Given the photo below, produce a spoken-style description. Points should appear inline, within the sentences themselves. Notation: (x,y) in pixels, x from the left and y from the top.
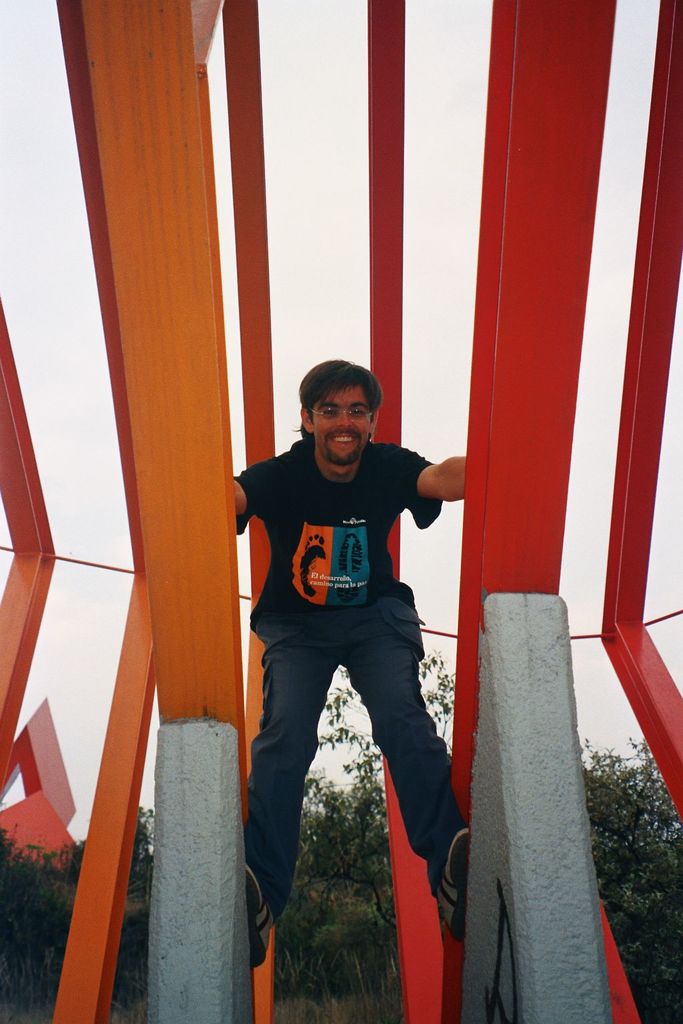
In the middle of the picture (366,543), we see a man (366,543) in the black T-shirt (376,535) who is wearing the spectacles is smiling. I think he is climbing the walls (194,942) or rods (409,947). Beside him, we see the rods (174,633) in red and orange color. We see a rope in orange color. There are trees (353,835) in the background (611,882). At the top (428,245), we see the sky (365,221).
